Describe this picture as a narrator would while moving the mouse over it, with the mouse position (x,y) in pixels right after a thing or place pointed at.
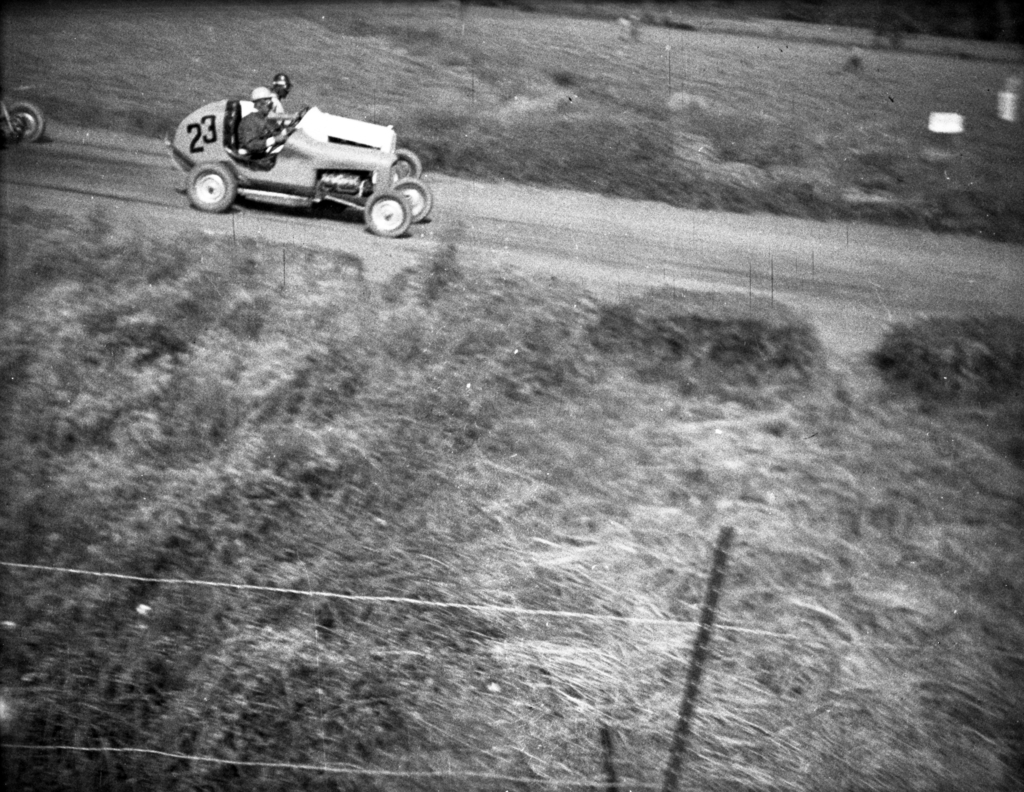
In this image I can see a pole (676,749), few wires (633,783), few vehicles (323,187) and in these vehicles (256,179) I can see two persons (260,100) are sitting. I can also see few numbers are written over here.
